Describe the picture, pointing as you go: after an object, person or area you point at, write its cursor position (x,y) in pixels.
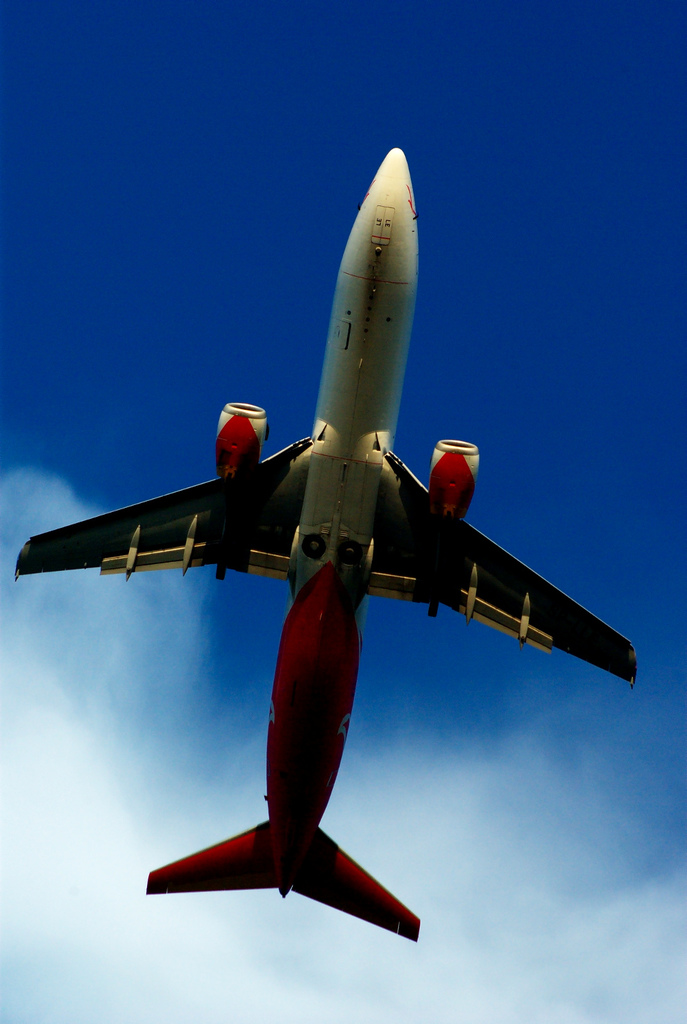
In this picture, we see the airplane (351,395) in white and red color is flying in the sky (241,632). In the background (235,278), we see the sky (543,274), which is blue in color.
